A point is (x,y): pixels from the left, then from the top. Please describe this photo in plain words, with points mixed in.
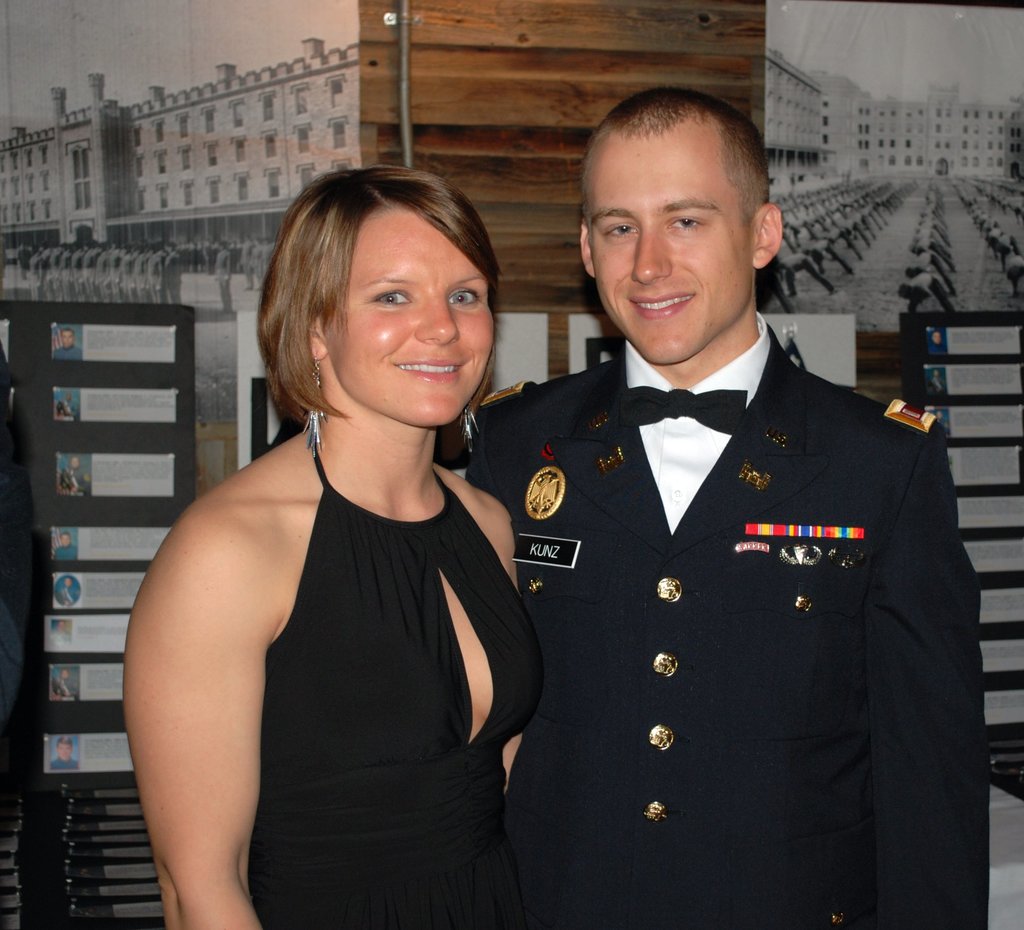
This image consists of a man (642,527) wearing black dress (779,652). Beside him, there is a woman (182,588) also wearing black dress (334,716). In the background (123,646), there is a wall (507,90) along with posters (201,163).
